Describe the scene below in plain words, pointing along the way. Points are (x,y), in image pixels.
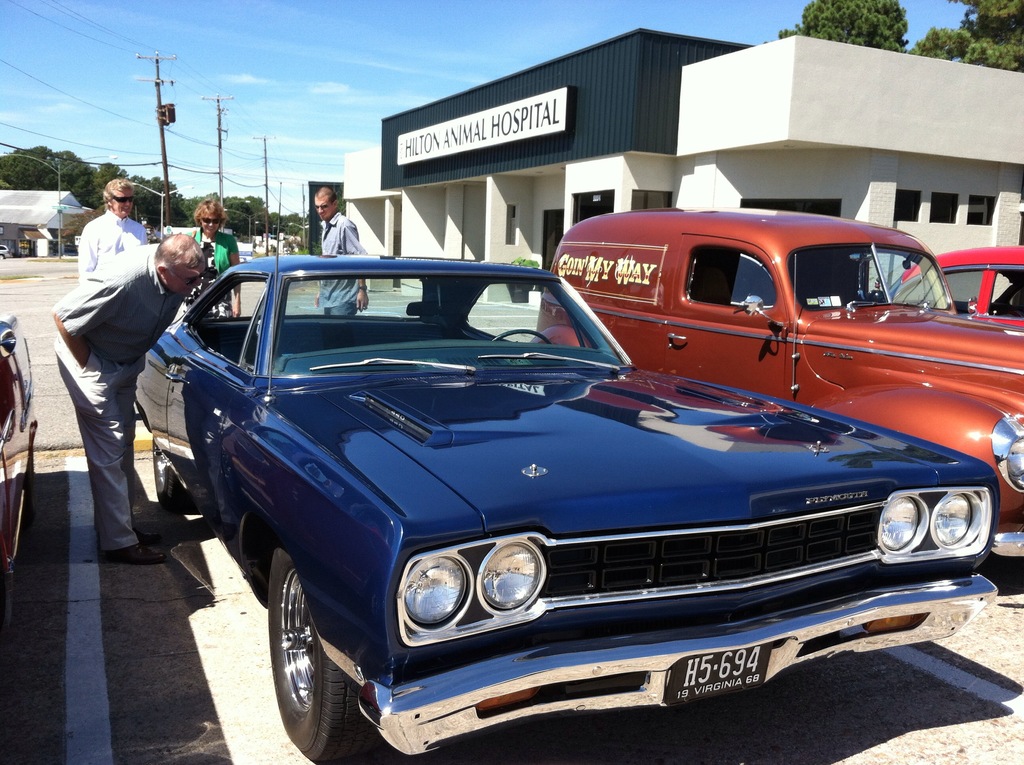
In the image in the center (400,480) we can see few vehicles (433,499) and few people (118,367) were standing. In the background (294,51) we can see the sky (241,152), clouds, trees (70,169), poles (58,177), wires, buildings (991,120), banners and few other objects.
